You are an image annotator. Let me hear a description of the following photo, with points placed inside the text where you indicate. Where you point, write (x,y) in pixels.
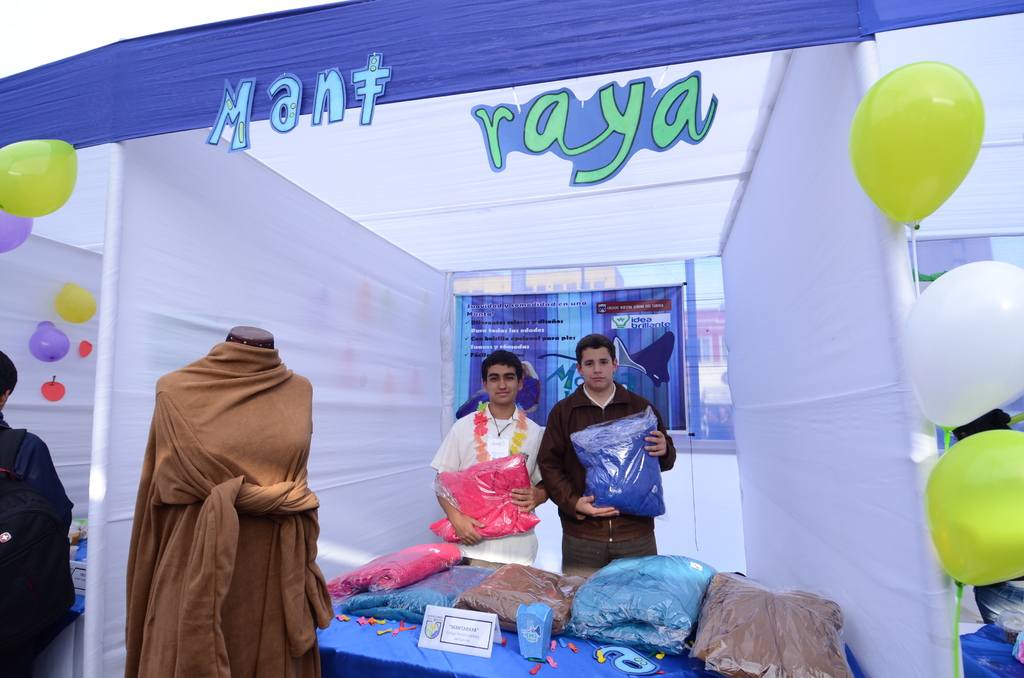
In this image we can see a stall (384,520). There are people (562,441), clothes (505,611) and balloons (1011,508). There is a board (442,620) and objects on the table (593,667).
